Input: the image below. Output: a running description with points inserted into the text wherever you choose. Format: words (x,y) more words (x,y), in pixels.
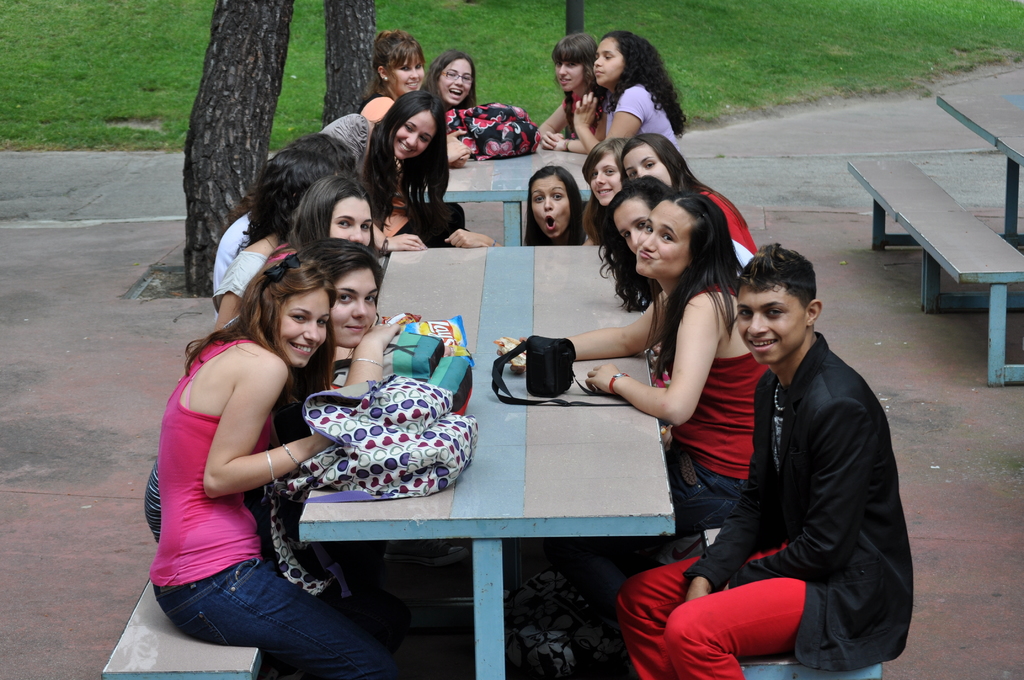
In this image, there is an outside view. There are some persons (299,435) wearing clothes (293,409) and sitting in front of the table (537,453). This table (536,483) contains bags (398,378). There is grass (100,137) at the top of the image (97,72). There is a table (978,117) and bench (939,225) in the top right of the image (948,216).
